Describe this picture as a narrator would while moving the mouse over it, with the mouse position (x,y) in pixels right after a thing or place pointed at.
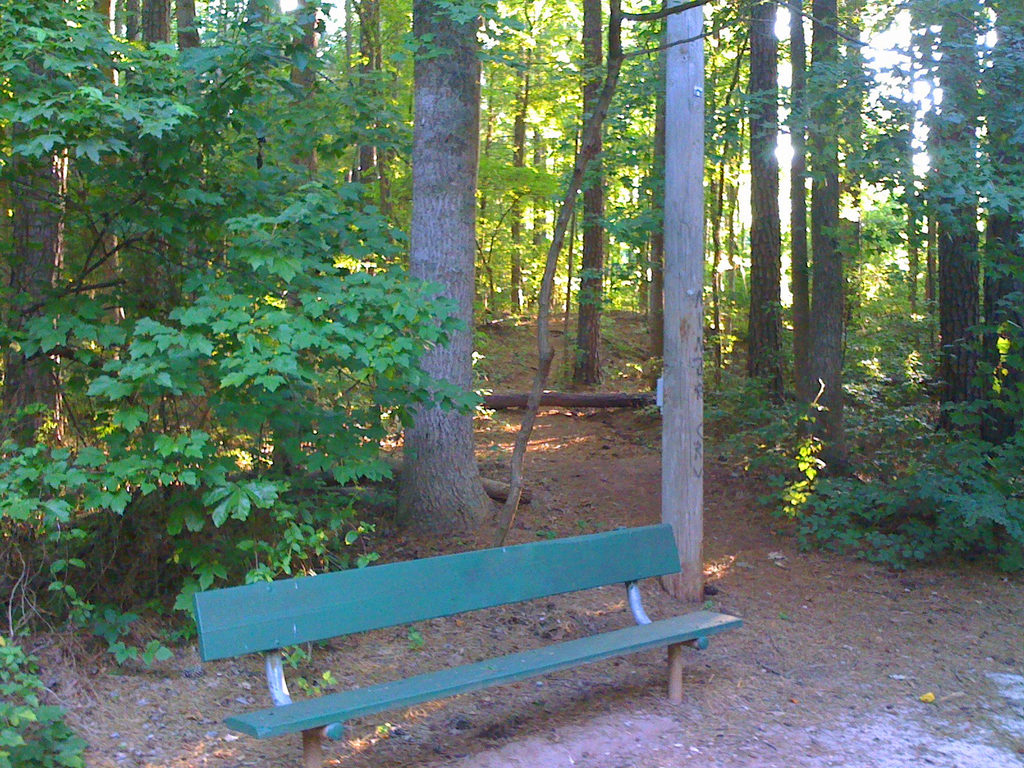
In this image we can see many trees (595,204) and few plants (941,492). There is a bench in the image.
